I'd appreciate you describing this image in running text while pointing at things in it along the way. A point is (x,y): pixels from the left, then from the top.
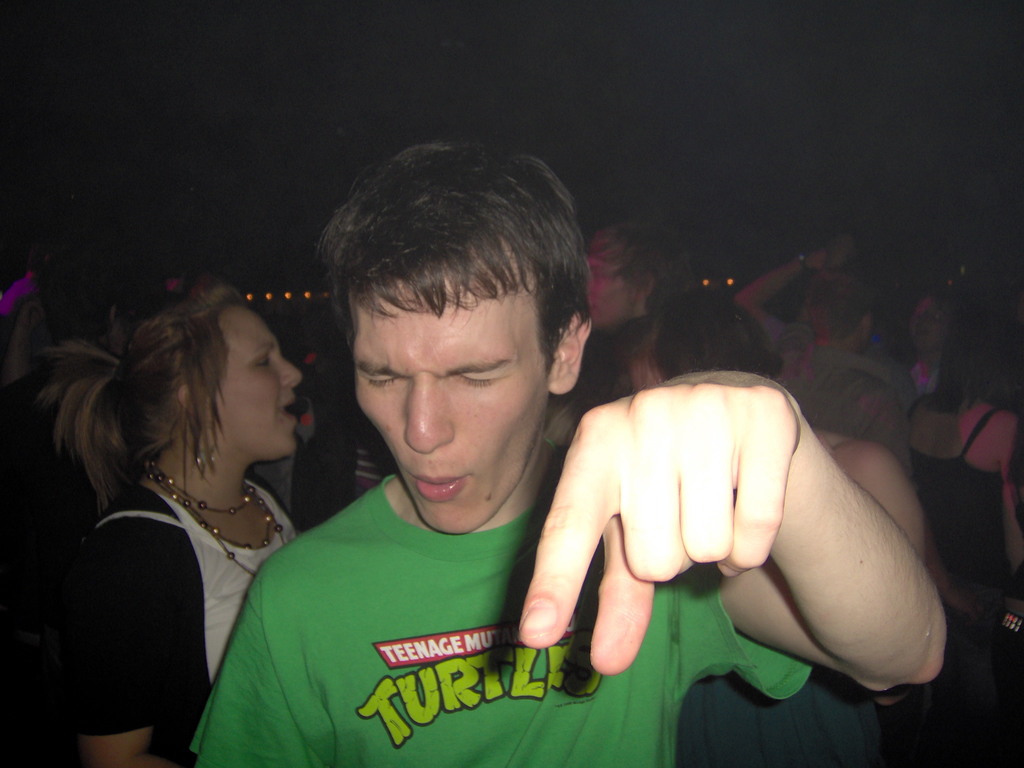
In this picture we can see a group of people (517,539) and in the background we can see it is dark.
